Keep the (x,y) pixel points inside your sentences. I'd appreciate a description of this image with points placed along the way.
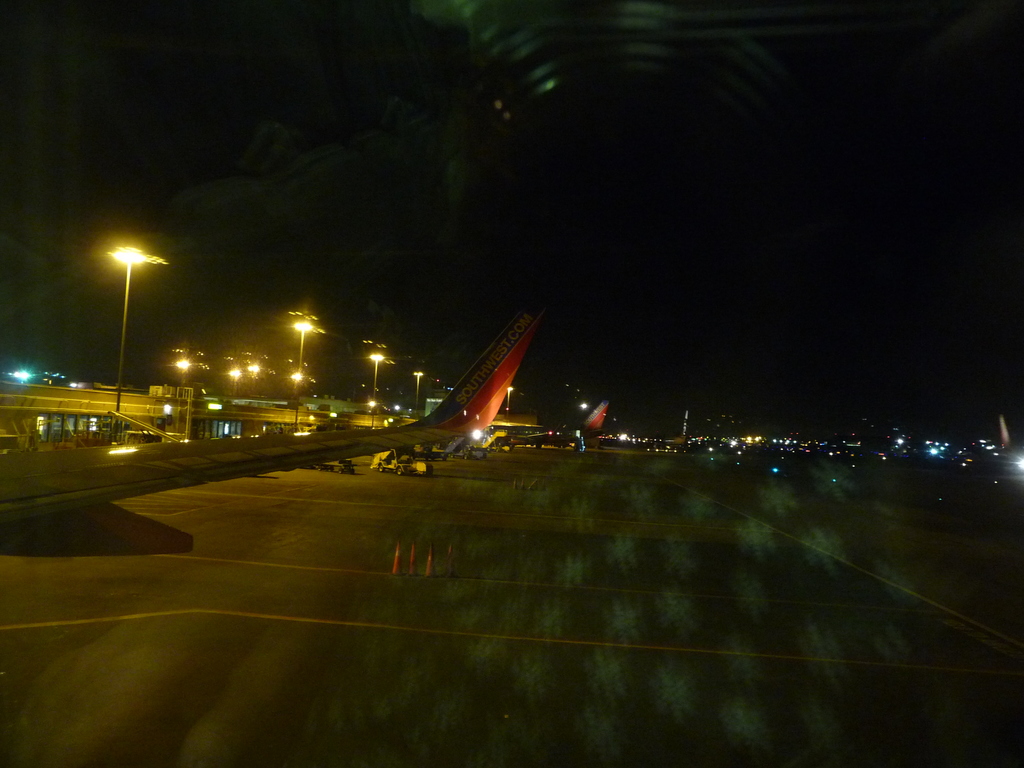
In the foreground of this image (564,678), there is road (780,662). On the left (255,469), there are airplanes (196,477), poles (303,339), lights (253,363) and buildings (281,409). At the top (588,131), there is the dark sky (549,128).
